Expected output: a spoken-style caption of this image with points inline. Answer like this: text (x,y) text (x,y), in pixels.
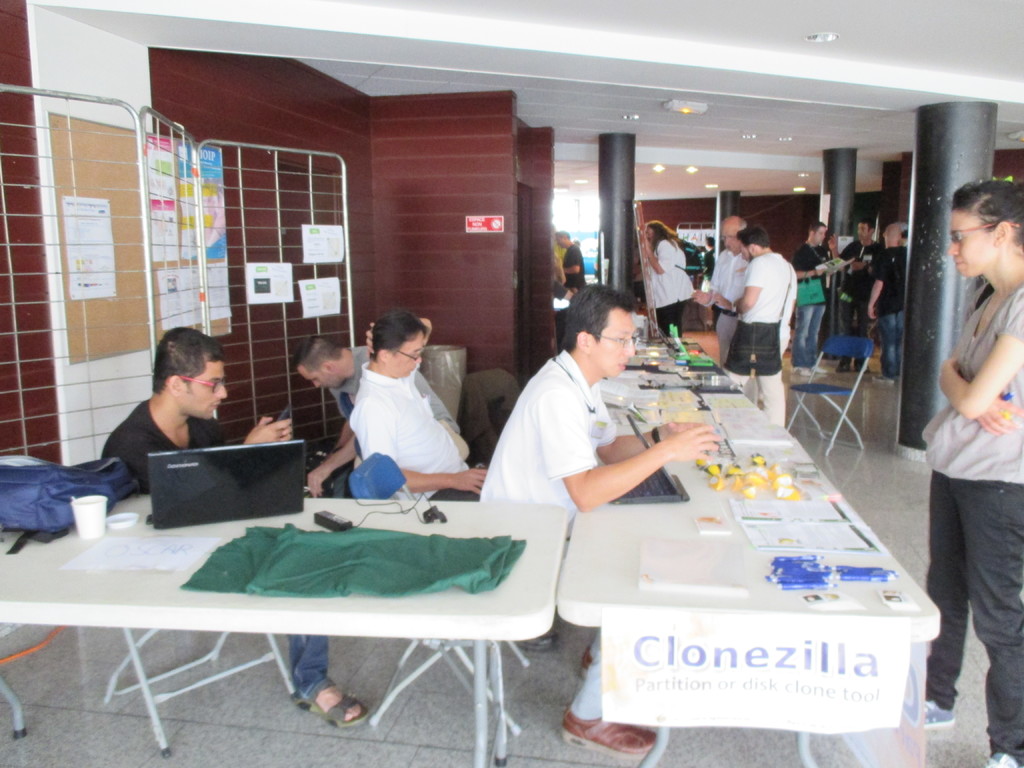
In the left middle (329,473), four persons (316,472) are sitting on the chair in front of the table (511,609) on which laptop (241,474), cup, bag (62,527), papers (87,552) and other materials (739,483) are kept. In the middle (658,299), there are group of people (794,267) standing and walking. In the right bottom (944,617) a woman (944,615) is standing in front of the table (846,507). A roof top (828,54) is white in color. The walls (442,152) are of brown in color and a fence (311,216) is there and a board (120,268) is visible. Pillars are black in color and lights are visible. It looks as if the image is taken inside a hall (405,719).
